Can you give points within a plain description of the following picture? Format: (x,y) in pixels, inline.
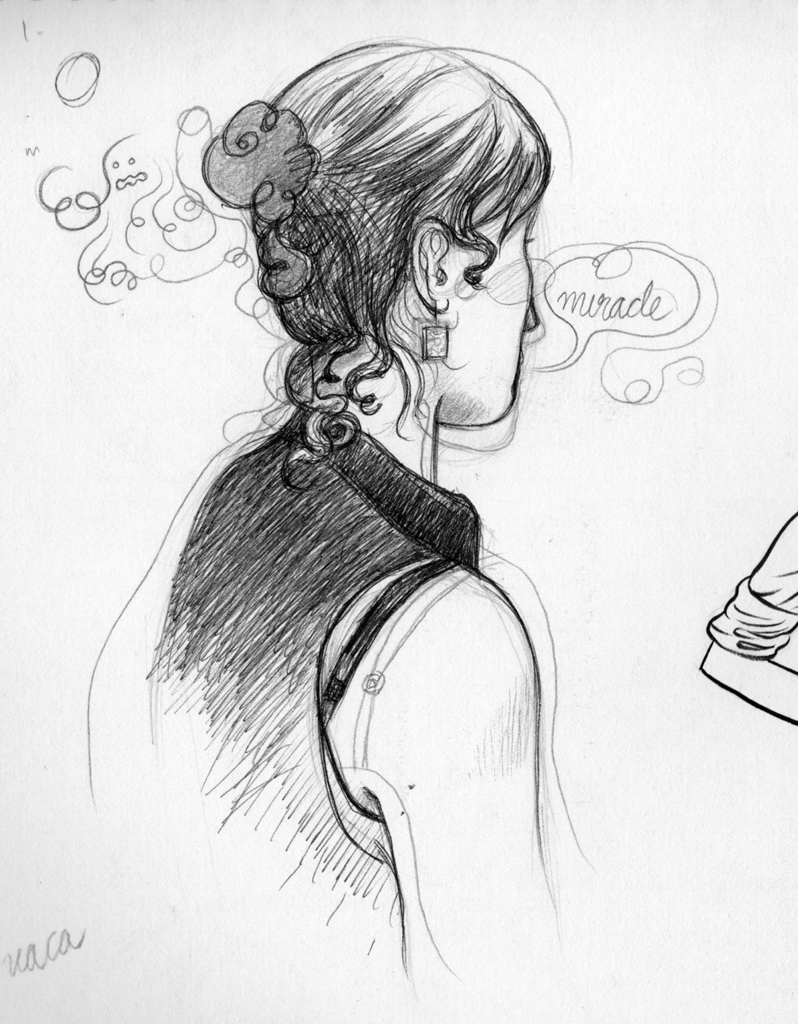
In this image we can see the pencil sketch (430,566) of a woman (368,775).
